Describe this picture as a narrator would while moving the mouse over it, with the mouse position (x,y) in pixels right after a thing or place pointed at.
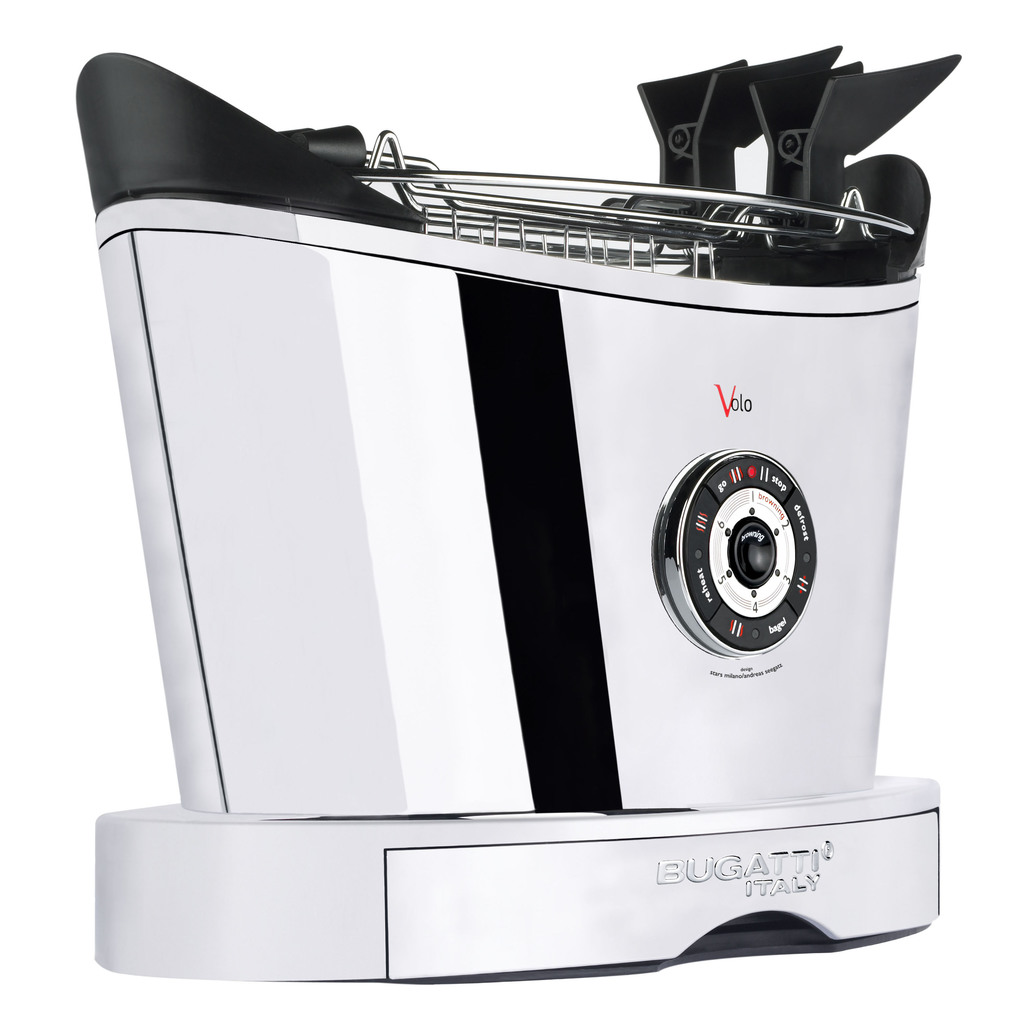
In this picture there is a Bugatti toaster (317,273) in the center of the image (525,483).
